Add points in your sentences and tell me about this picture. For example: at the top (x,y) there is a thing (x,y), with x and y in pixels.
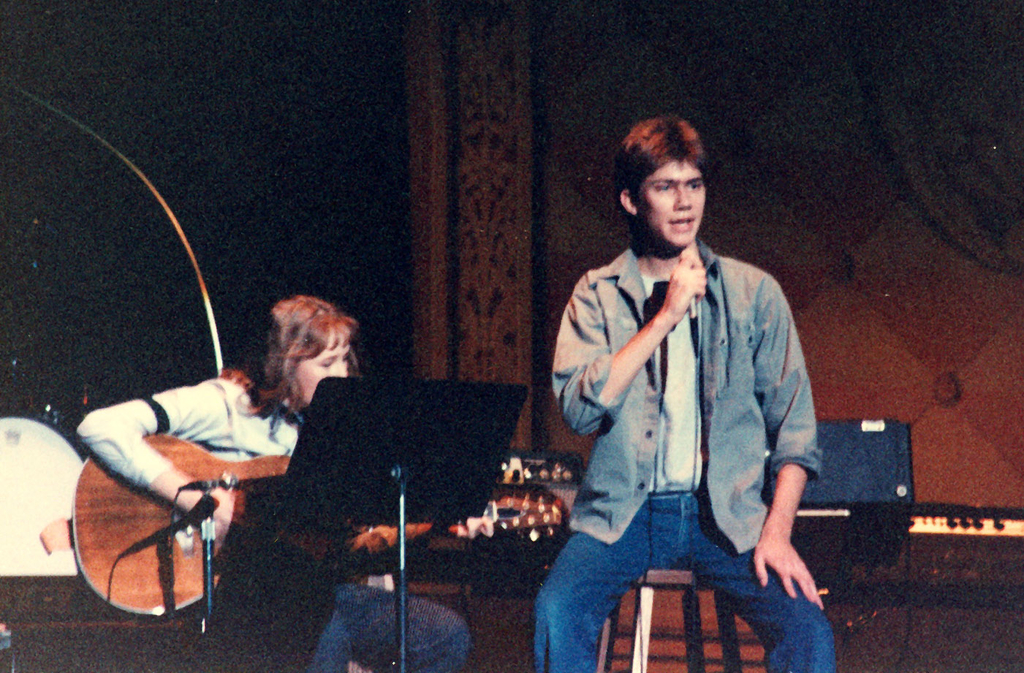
In this image I see 2 persons (573,361) and both of them are sitting, in which this person (618,279) is holding the mic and this person (233,377) is holding the guitar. In the background (531,432) I see the wall (739,236).
